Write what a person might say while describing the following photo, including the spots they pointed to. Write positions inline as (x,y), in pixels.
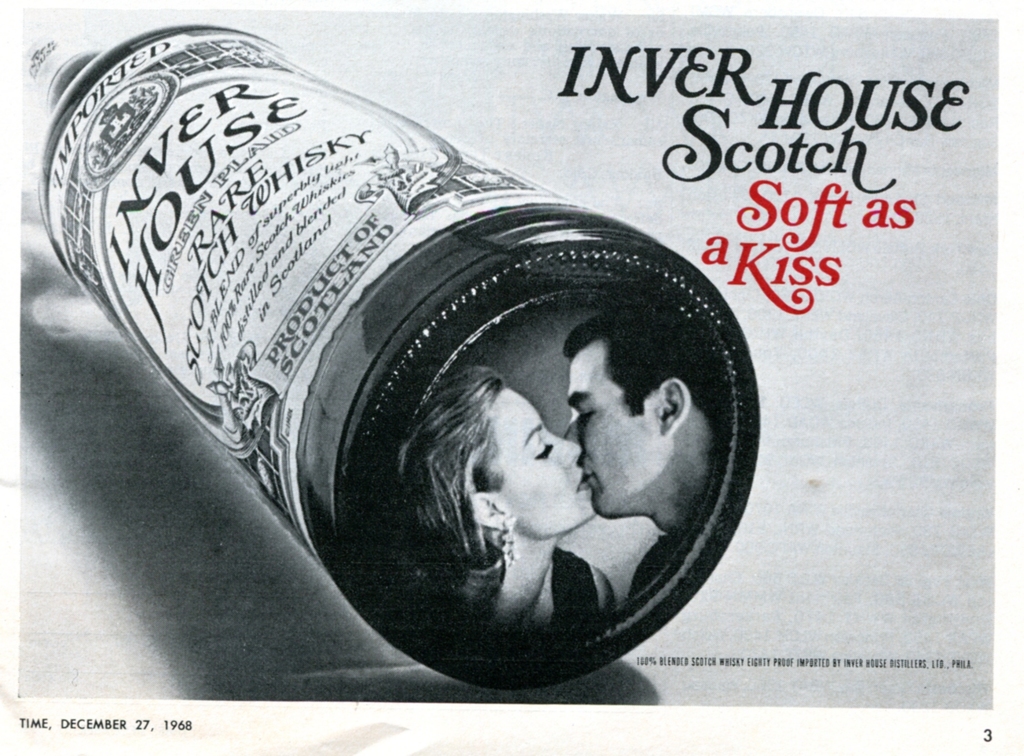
This is a black and white image, in this image there is a bottle (424,514) on a table (775,619), on that bottle (260,233) there is text (296,236) and picture (565,590), on the top right (884,195) there is text (837,272), at the bottom (837,661) there is text (788,663).
